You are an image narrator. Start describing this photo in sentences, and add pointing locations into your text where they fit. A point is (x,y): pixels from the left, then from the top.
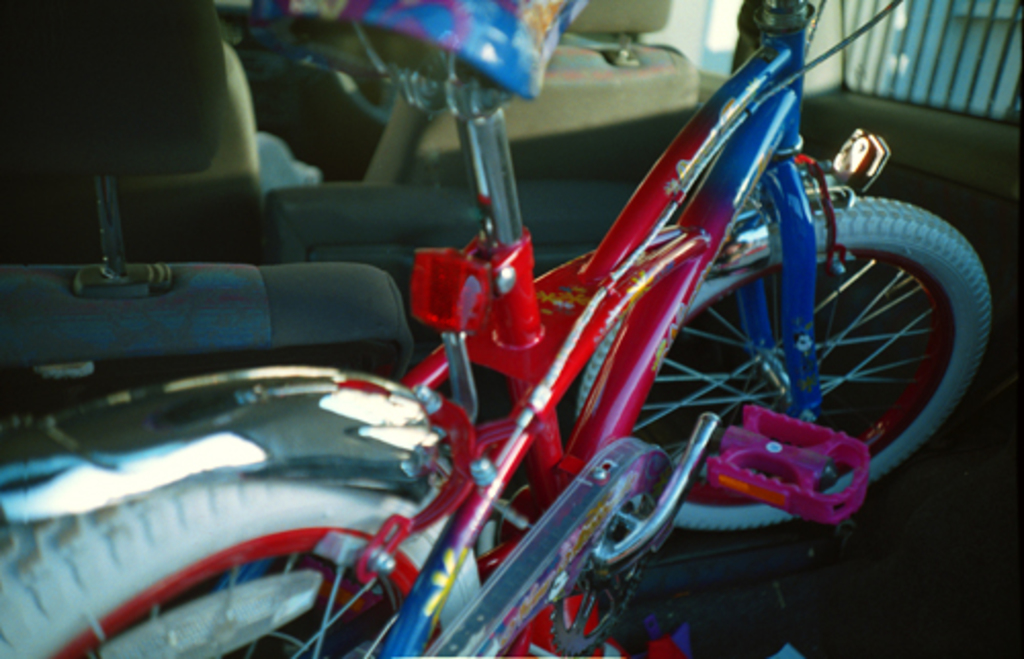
In this picture I can see a bicycle (343,378) inside a vehicle (936,482), and there are seats (144,74).
